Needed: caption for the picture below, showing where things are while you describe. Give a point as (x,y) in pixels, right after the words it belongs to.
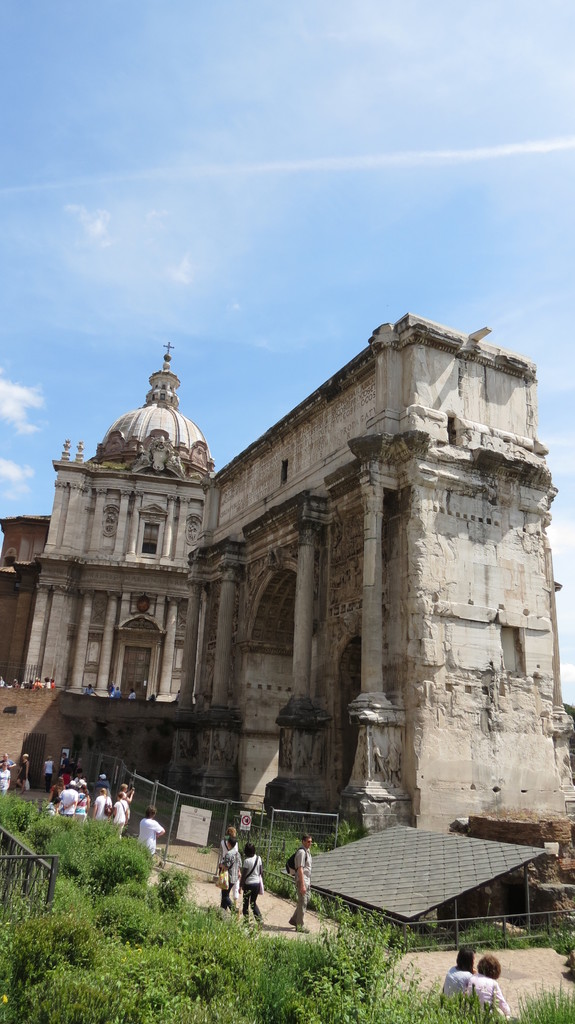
In this picture we can see some plants (132,931) at the bottom (192,966), there are some people (231,900) and fencing (278,839) in the middle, in the background (281,741) there is a building (237,578), we can see the sky (229,122) at the top of the picture (267,115).
